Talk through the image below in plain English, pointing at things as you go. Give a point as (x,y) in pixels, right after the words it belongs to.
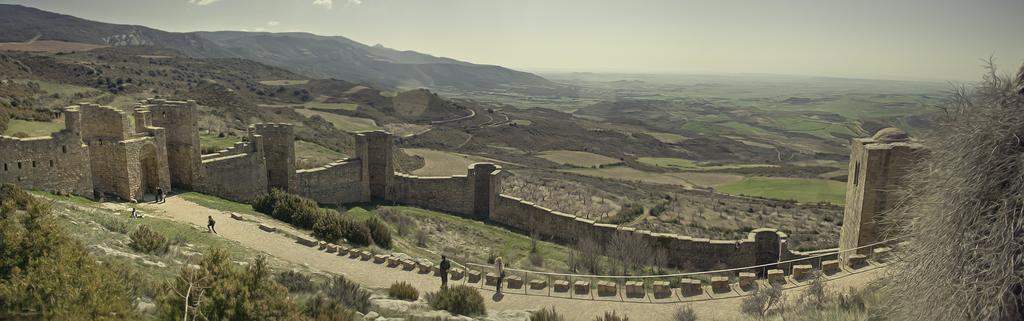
In this image few persons (501,278) are standing on the path (539,290) having fence (517,283). A person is sitting on the grassland (98,241) having plants (221,290) and trees (260,289). There is a wall (239,160) at the middle of image (344,191). Behind there is hill (387,86). Right side (763,190) there is grass (744,189) on the land (643,80). Top of image (600,49) there is sky (582,56).
